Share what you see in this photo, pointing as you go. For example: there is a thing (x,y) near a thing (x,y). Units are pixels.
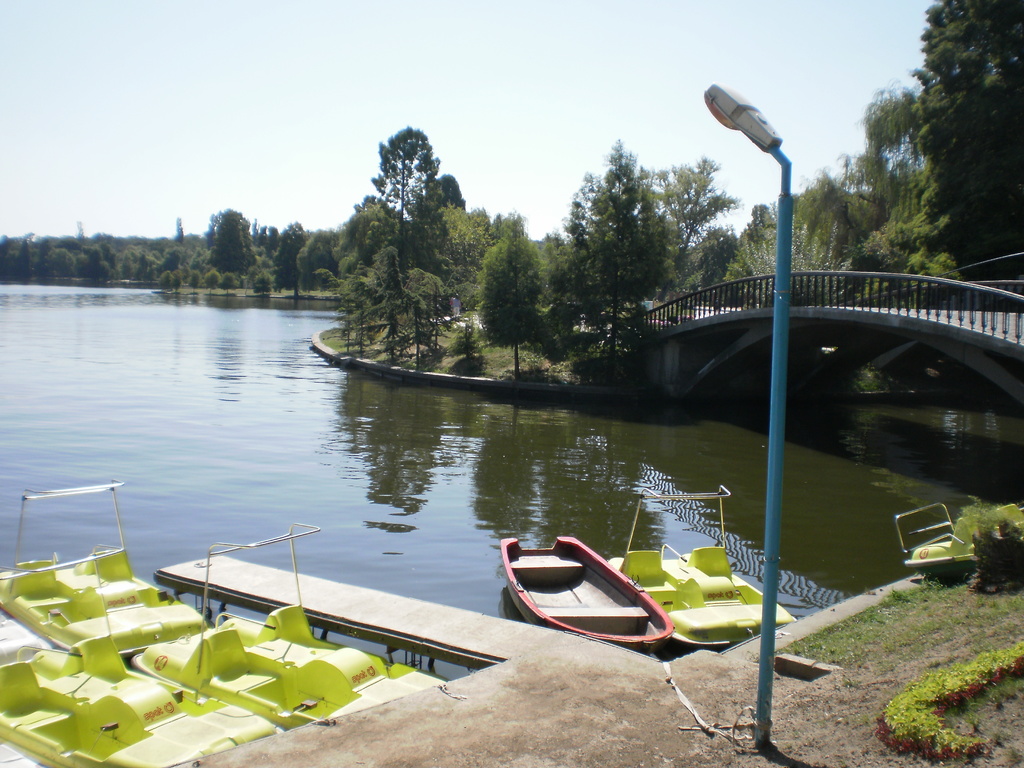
This image consists of small boats (67,715) in green color. At the bottom (300,514), there is water (109,330). To the right (761,293), there is a bridge (1012,327). In the background (373,229), there are trees (587,246). At the top (458,47), there is a sky (425,51).
